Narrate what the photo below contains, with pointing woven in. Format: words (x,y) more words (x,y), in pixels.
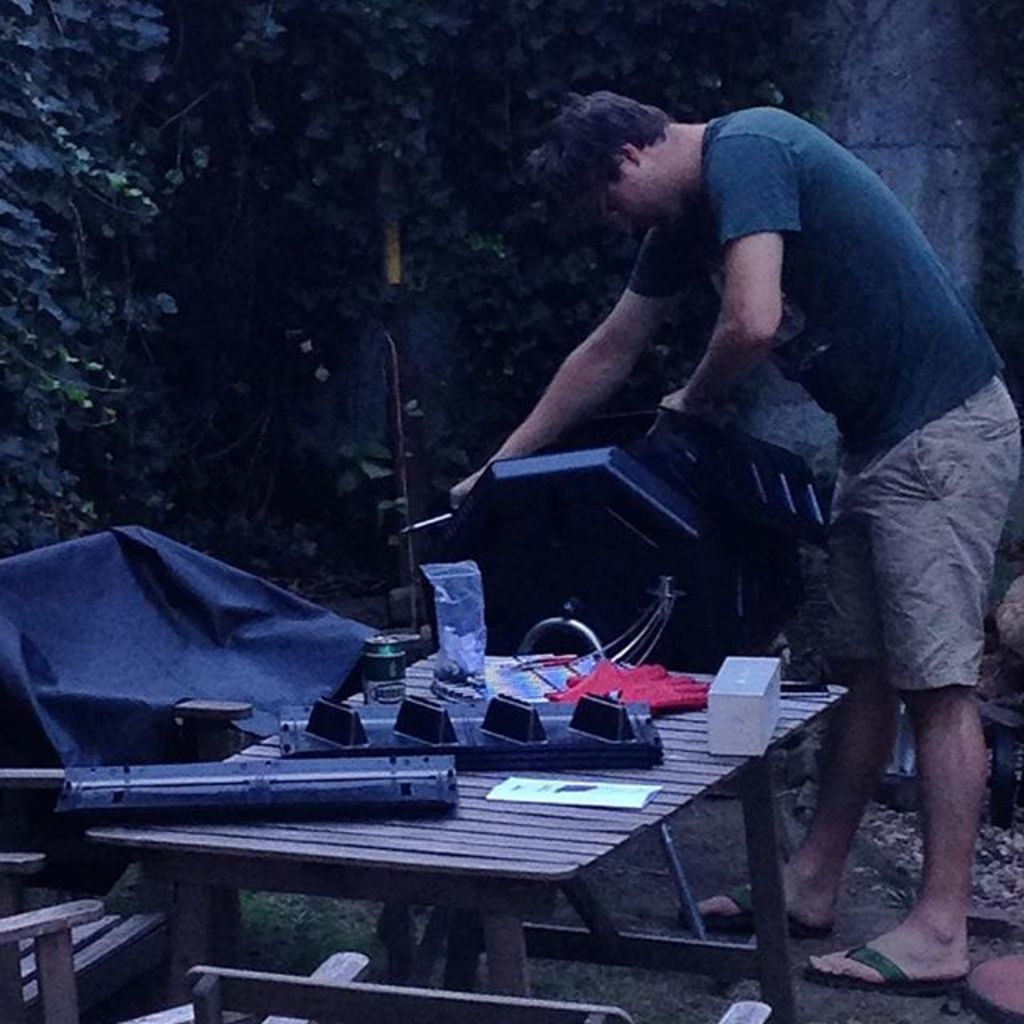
This image is clicked outside. There are trees (221,339) on the left (182,371). There is a table (681,787) in the middle (579,680) on the table (692,778) there is a box (721,707), cloth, paper (596,791) and some other things (342,752). There is a man (960,863) on the right side (883,612). There are chairs (99,912) around table (287,874).
